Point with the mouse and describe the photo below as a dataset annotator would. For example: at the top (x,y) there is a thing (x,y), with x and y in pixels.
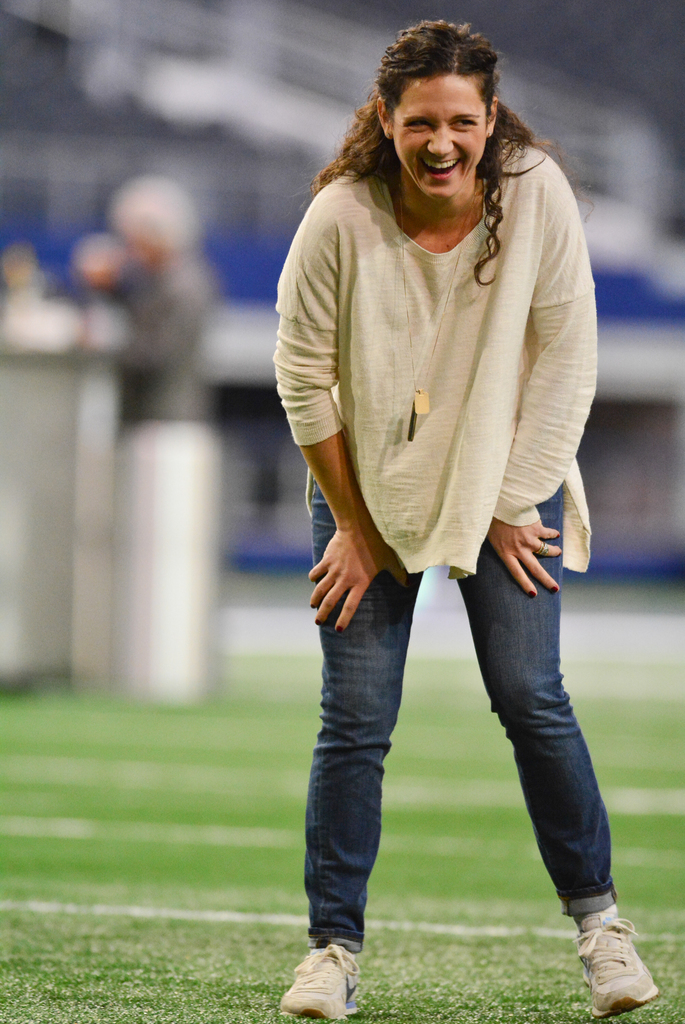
In this image we can see a woman (444,551) standing on the ground (425,868) and a blurry background (668,624).
